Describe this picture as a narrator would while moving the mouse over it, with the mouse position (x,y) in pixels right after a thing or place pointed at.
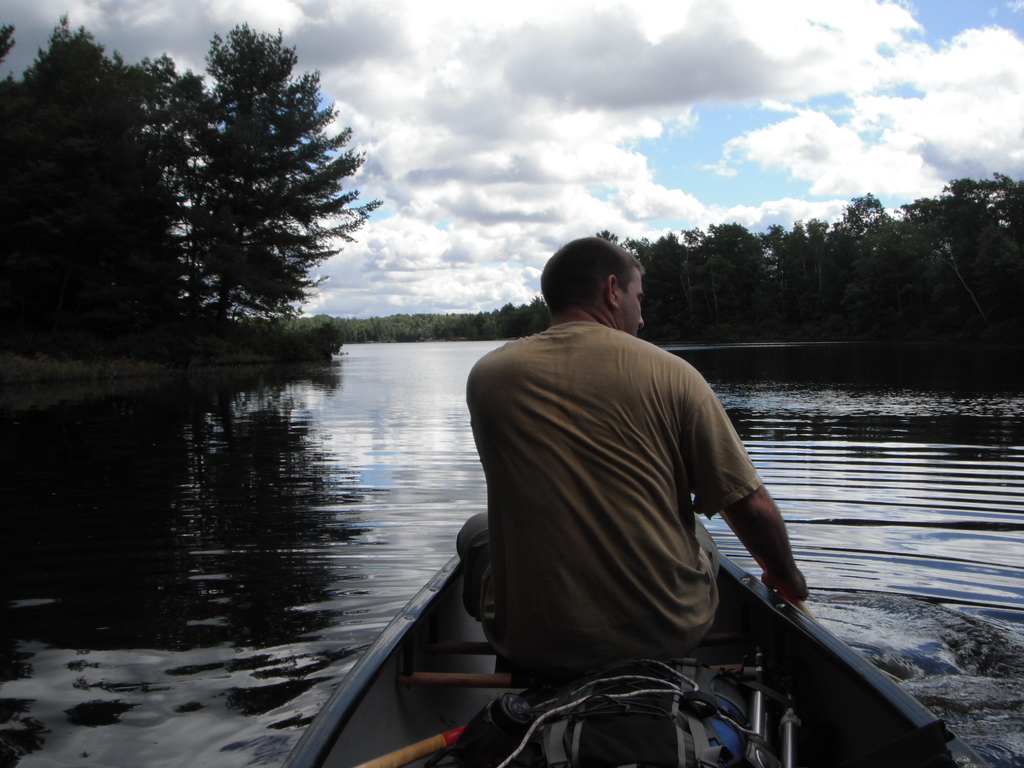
In the center of the image (513,449) there is a person (540,566) in a boat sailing on the river (904,601). On the left side of the image (144,242) we can see trees (124,192). On the right side of the image (826,304) there are trees (863,304). In the background (646,188) there is a sky (591,170) and clouds (580,75).
